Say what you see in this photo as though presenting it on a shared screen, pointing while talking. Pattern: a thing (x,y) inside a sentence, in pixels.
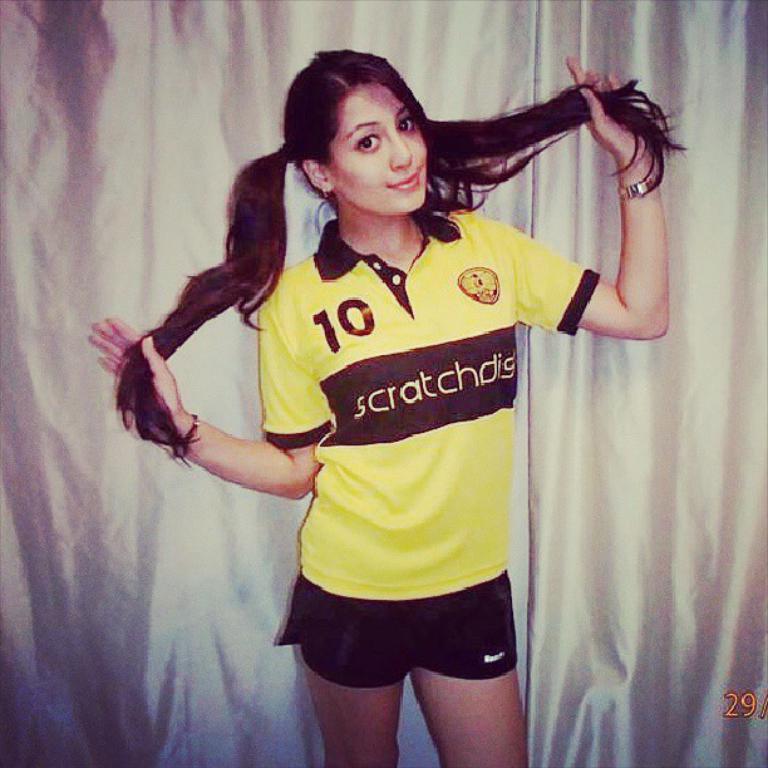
This image is taken indoors. In the background (161,621) there is a curtain (213,63). In the middle of the image (312,417) a girl (335,430) is standing and she is with a smiling face (416,185).
